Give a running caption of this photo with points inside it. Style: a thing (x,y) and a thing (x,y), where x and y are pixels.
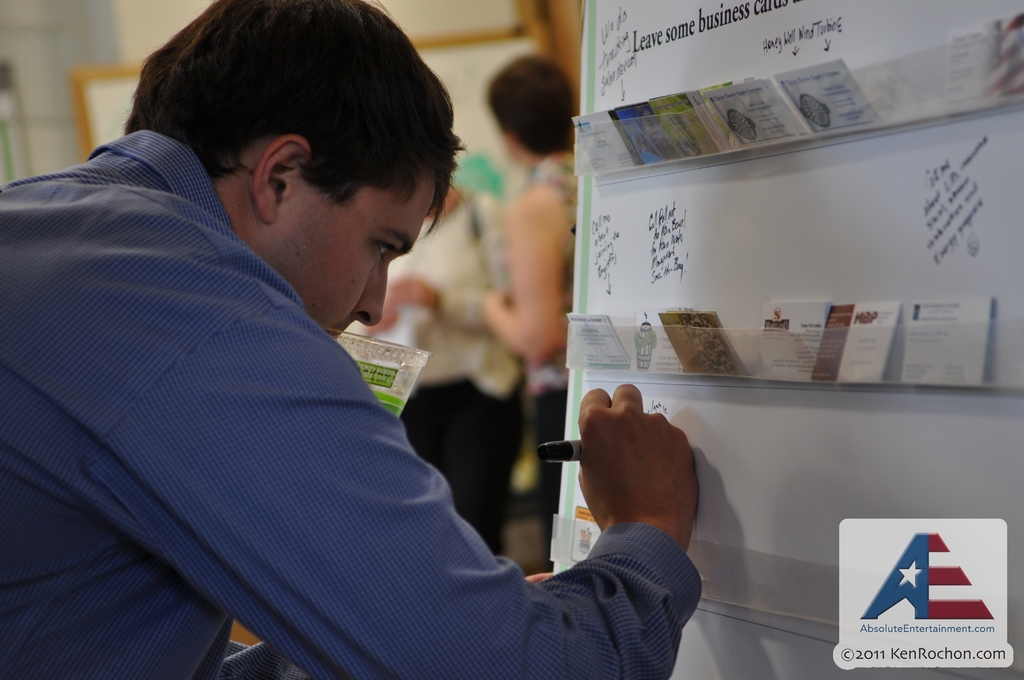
In this image, we can see a man (611,443) writing on the white board (687,261), in the background (463,268) we can see some people (455,269) standing.
